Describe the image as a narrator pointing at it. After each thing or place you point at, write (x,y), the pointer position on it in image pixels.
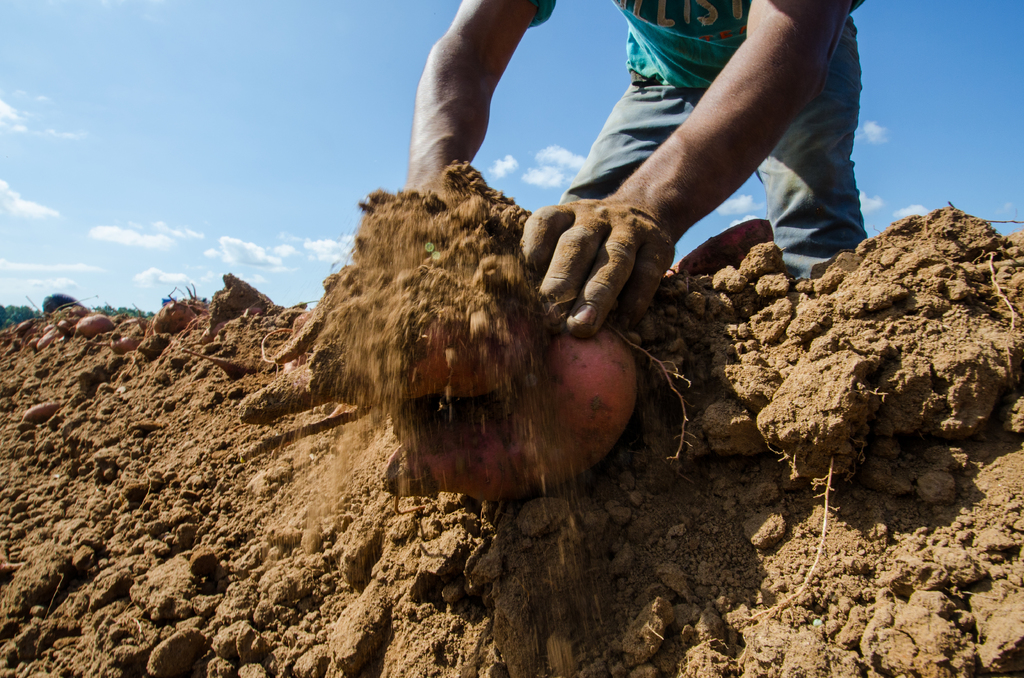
In this picture, we see a man (682,46) in the blue T-shirt (650,51) is pulling out the vegetable (611,377) which looks like an onion (536,453) or a beetroot (528,411). Beside that, we see the soil (344,511). In the background (374,100), we see the clouds (257,254) and the sky (270,101), which is blue in color.
